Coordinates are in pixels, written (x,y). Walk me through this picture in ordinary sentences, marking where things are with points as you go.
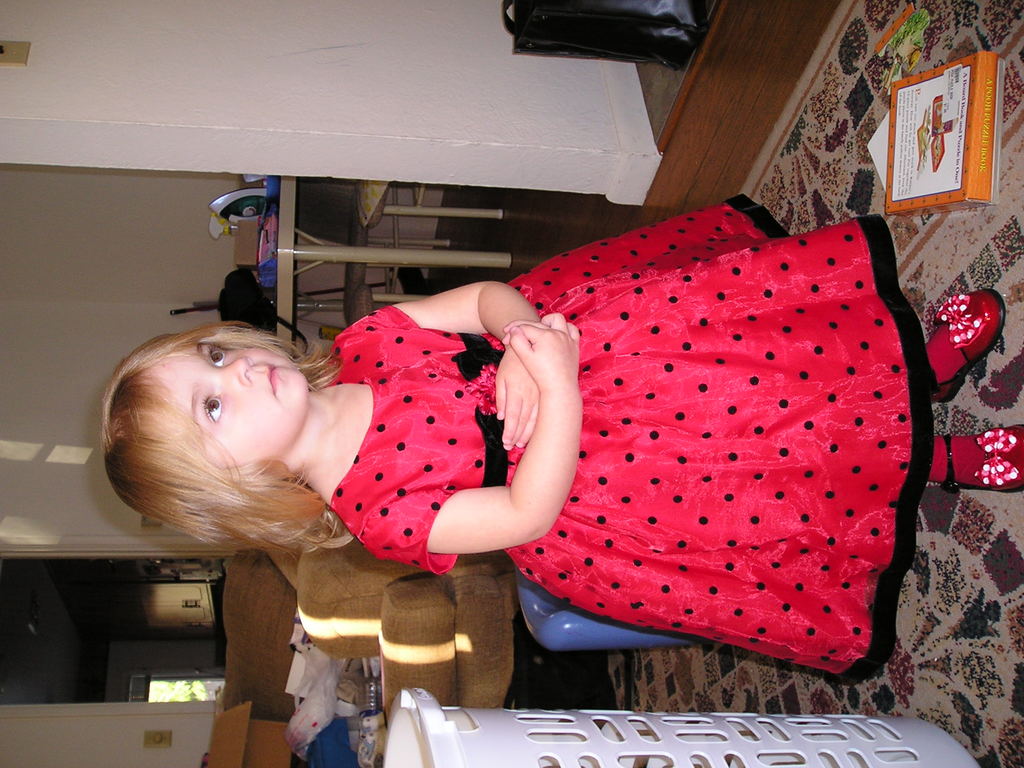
In the center of the image (451,411), we can see a girl (418,417) standing and in the background (238,234), there are some objects (254,246) on the table (297,260) and we can see some other objects (349,704) on the couch (435,684) and we can see a basket (661,747) and there is a wall (97,128). On the right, we can see a bag (658,43). At the bottom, there is carpet (987,368) and we can see a box (924,120).
